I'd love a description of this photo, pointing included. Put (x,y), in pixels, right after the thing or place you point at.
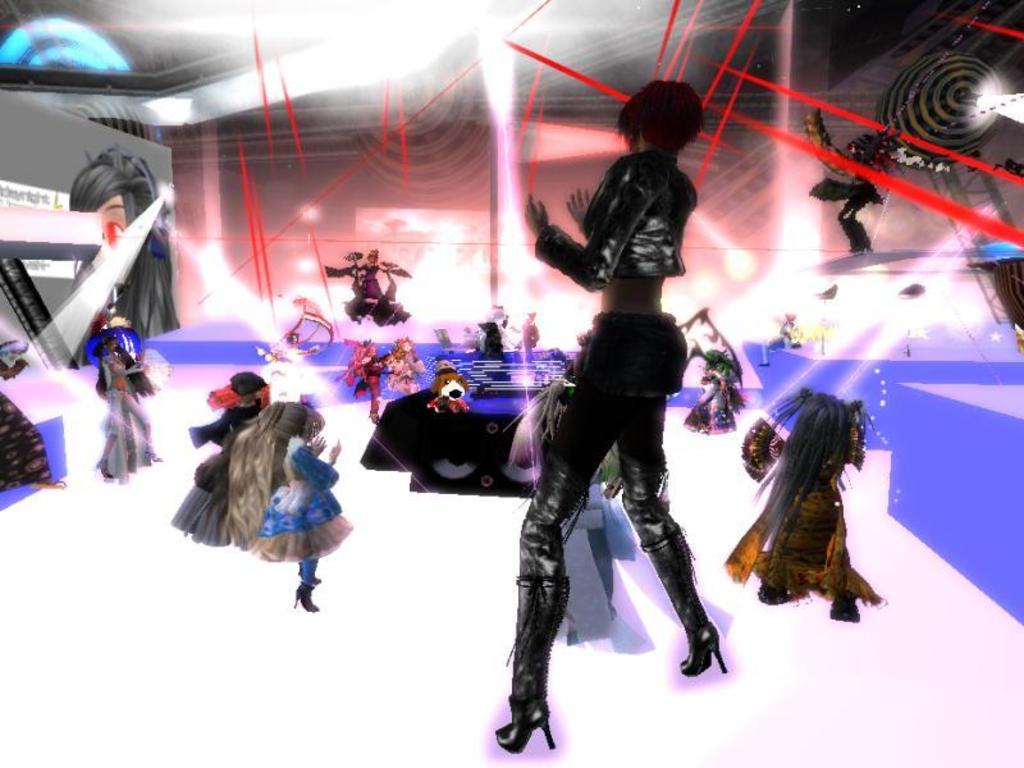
This is an animated image, there are persons (679,121) on the floor (205,626), there is an object (1010,291) truncated towards the right of the image (1007,253), there is a board (22,183) towards the left of the image (96,259), there is person (116,191) and text (47,202) displayed on the board (104,200), there are objects (32,324) truncated towards the left of the image (17,250), there is a person (25,439) truncated towards the left of the image (9,462), there is stage (944,342) towards the right of the image (972,435), there are lights (709,289).
